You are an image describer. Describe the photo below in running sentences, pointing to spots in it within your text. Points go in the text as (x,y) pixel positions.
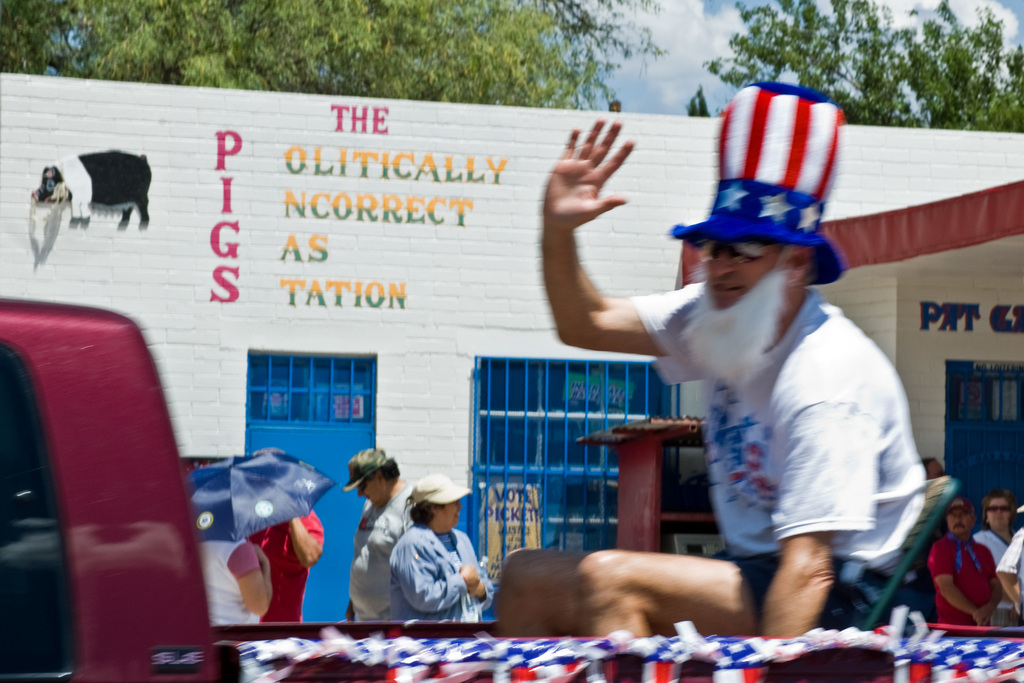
In this image there are people (685,567). In the foreground (793,507) there is a man (859,455) sitting on a chair (862,626). He is wearing a cap (737,162). Behind him there is a building (984,162). There is text (952,311) on the building (941,242). To the left (86,226) there is picture (76,187) of a pig (80,196) on the walls (133,263) of the building (133,263). At the top (494,24) there are trees (828,68) and the sky (667,60).
